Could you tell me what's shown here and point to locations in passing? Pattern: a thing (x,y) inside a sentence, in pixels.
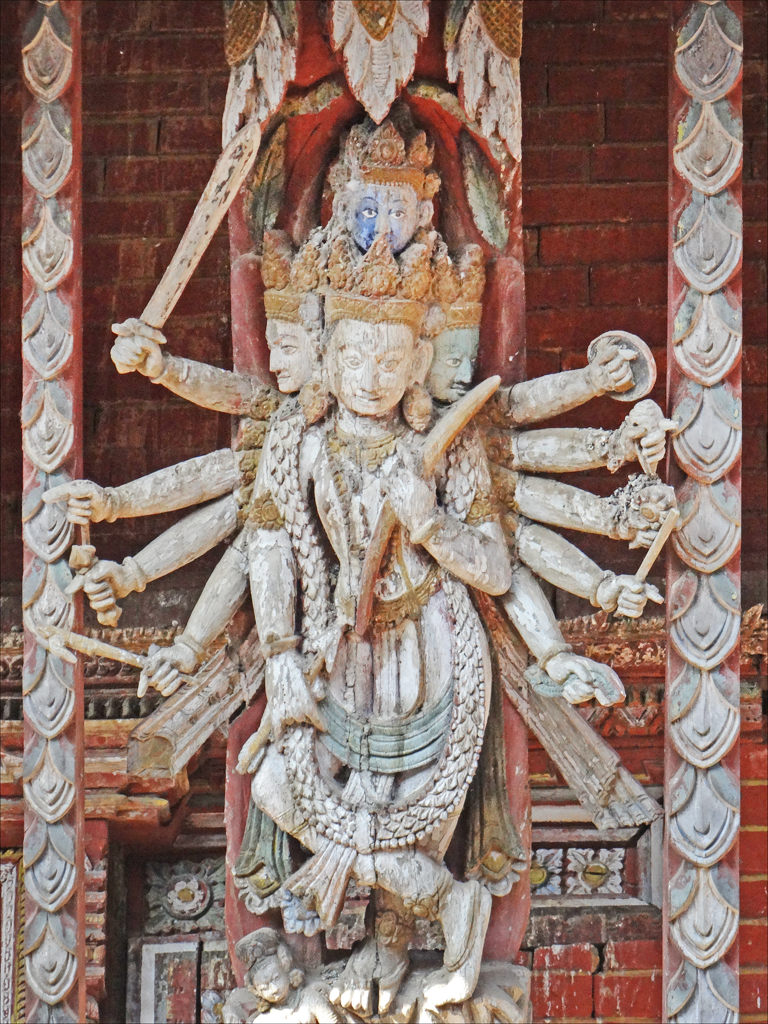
In this image, I can see a sculpture of a god (351,731). On the left (69,732) and right side of the image (693,728), I can see the designs (62,718) carved on the pillars (688,923). In the background (627,278), there is a wall (598,111).
